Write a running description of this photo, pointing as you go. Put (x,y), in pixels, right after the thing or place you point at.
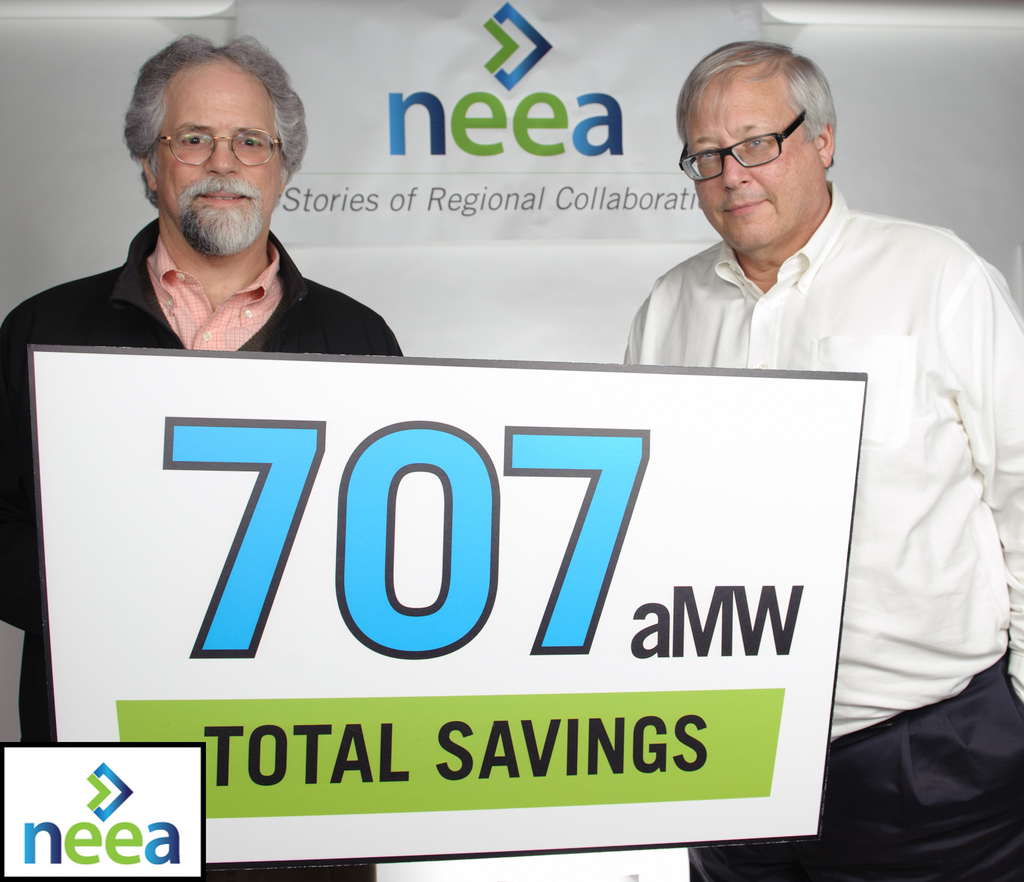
In this image we can see two persons (787,300) standing behind an advertisement (691,628). In the background (636,96) we can see a wall (876,83) with advertisement (482,126).
